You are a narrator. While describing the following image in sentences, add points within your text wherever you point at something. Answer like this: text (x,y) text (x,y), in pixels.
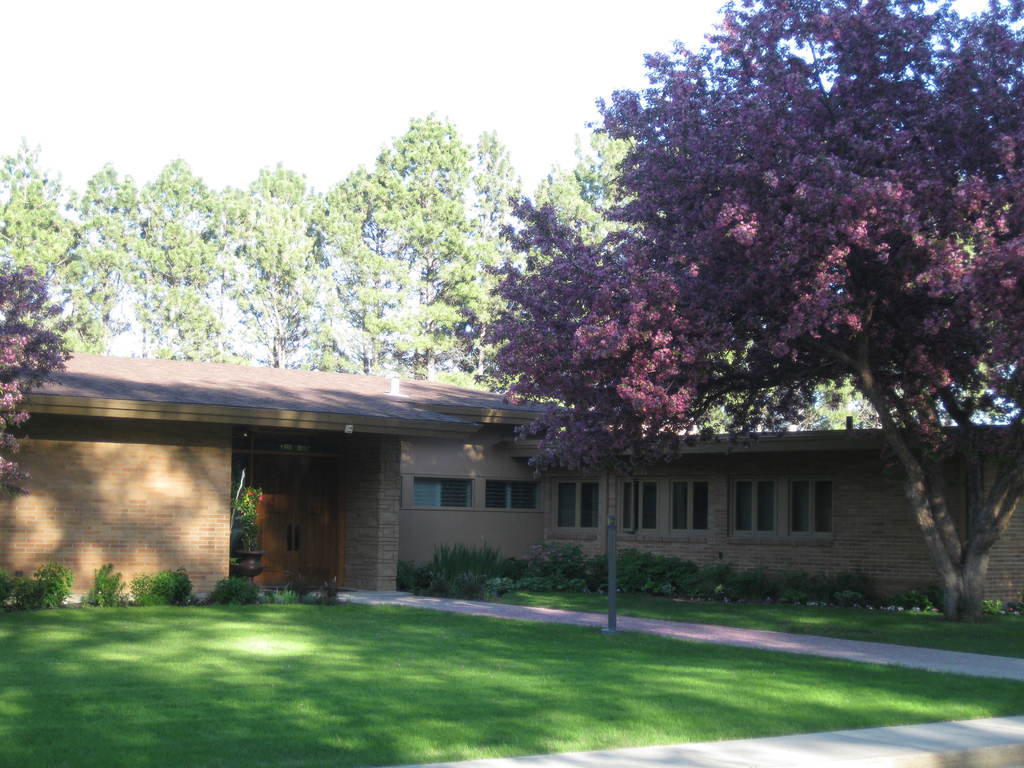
In this image we can see a house (370,492), in-front of the house (343,539) there is a ground (343,708). On the ground (130,614) there are some plants (475,569) and trees (668,314). In the background of the image (218,252) there are trees (389,206) and sky (222,114).
